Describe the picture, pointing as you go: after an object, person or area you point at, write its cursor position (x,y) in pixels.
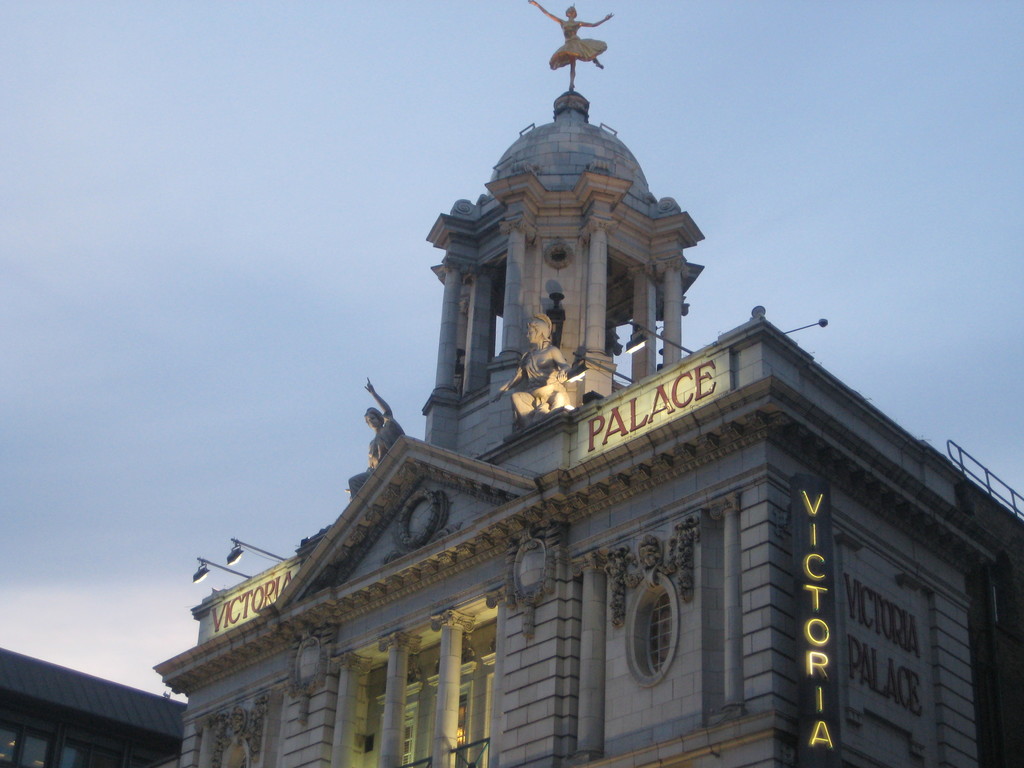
In this picture, we can see building (535,471) with windows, pillars (515,314), poles (965,454), lights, text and the sky (460,171).
